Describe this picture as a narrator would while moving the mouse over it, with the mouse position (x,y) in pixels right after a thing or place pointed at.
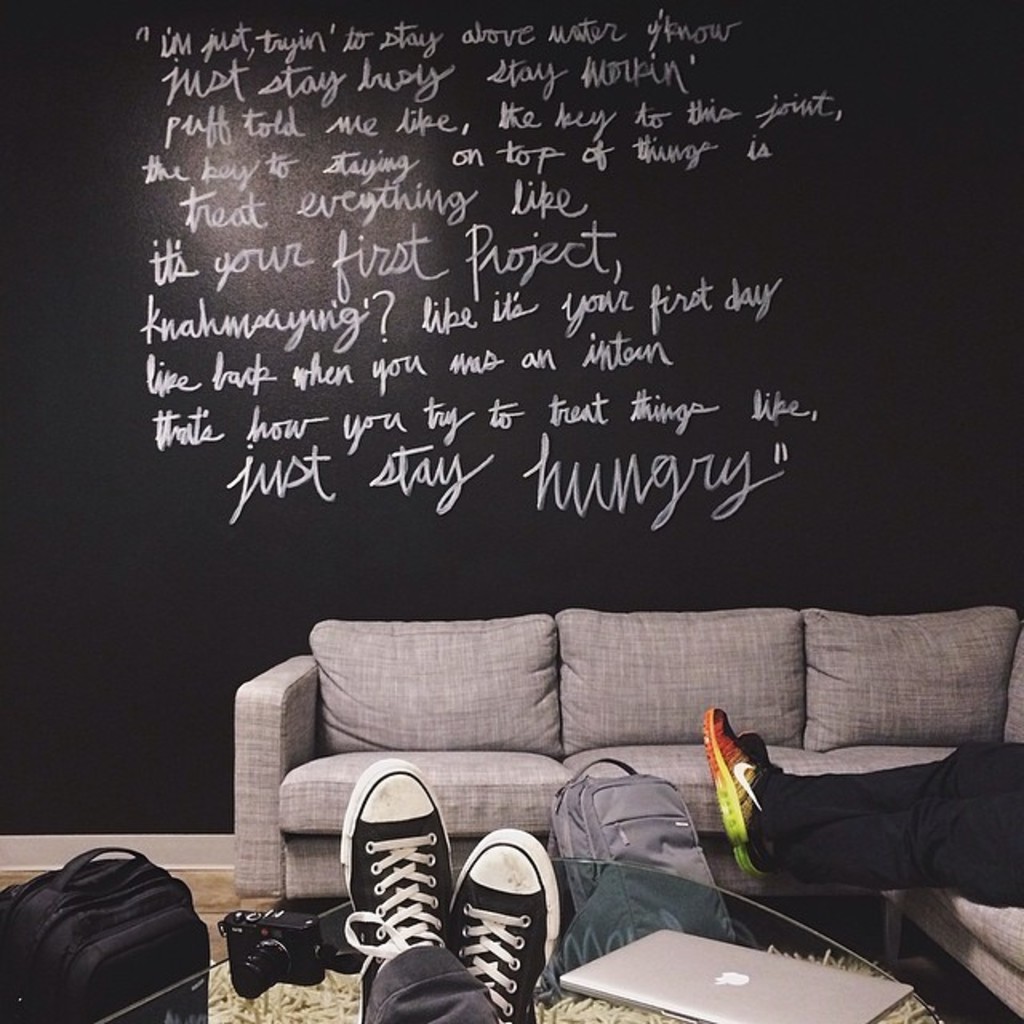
In this picture there is a black board (190,229) at the center of the image (460,618) with a content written on it, there is a sofa (664,626) in front of the board (220,735) and table (630,903) in front of the sofa (266,867), there are two bags (600,830) on the floor (220,893) and a camera (318,947) on the table (289,1007), the people (421,833) they are resting their legs (400,999) on the table (592,920) and sofa (252,695).
